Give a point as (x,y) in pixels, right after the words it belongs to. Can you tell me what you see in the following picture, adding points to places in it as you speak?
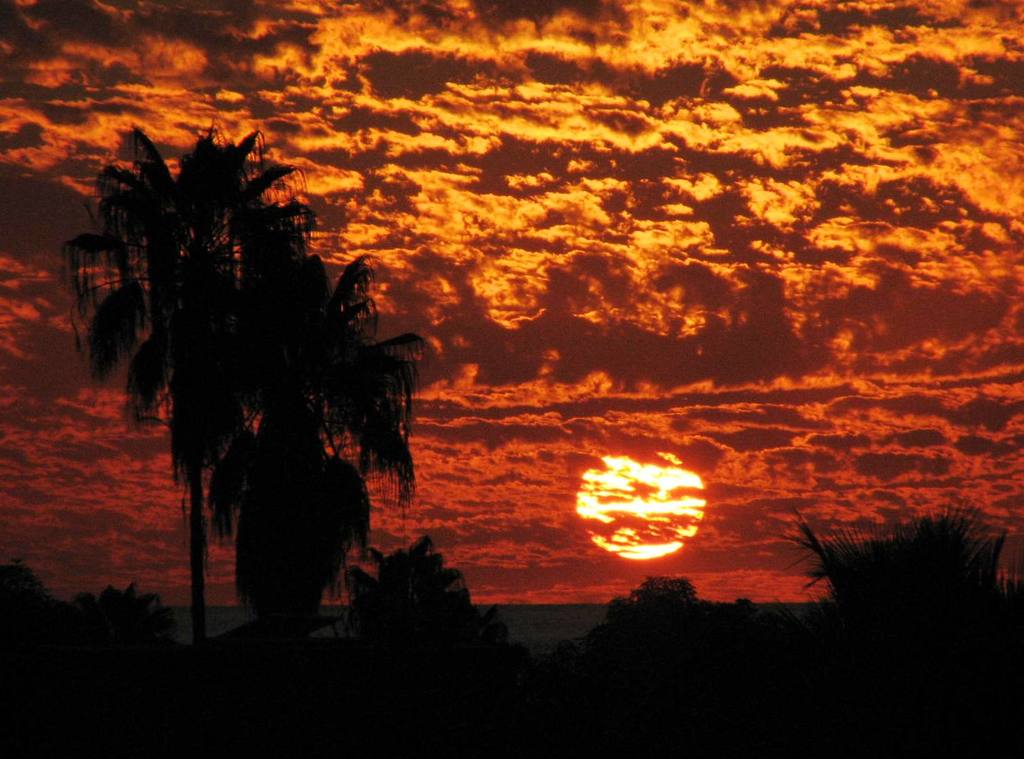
In this picture we can see the sunset view. In the front (326,442) there are some coconut trees (404,638). In the middle of the image (567,476) there is a sun (661,527) in the red sky (517,490) with clouds (630,287).
